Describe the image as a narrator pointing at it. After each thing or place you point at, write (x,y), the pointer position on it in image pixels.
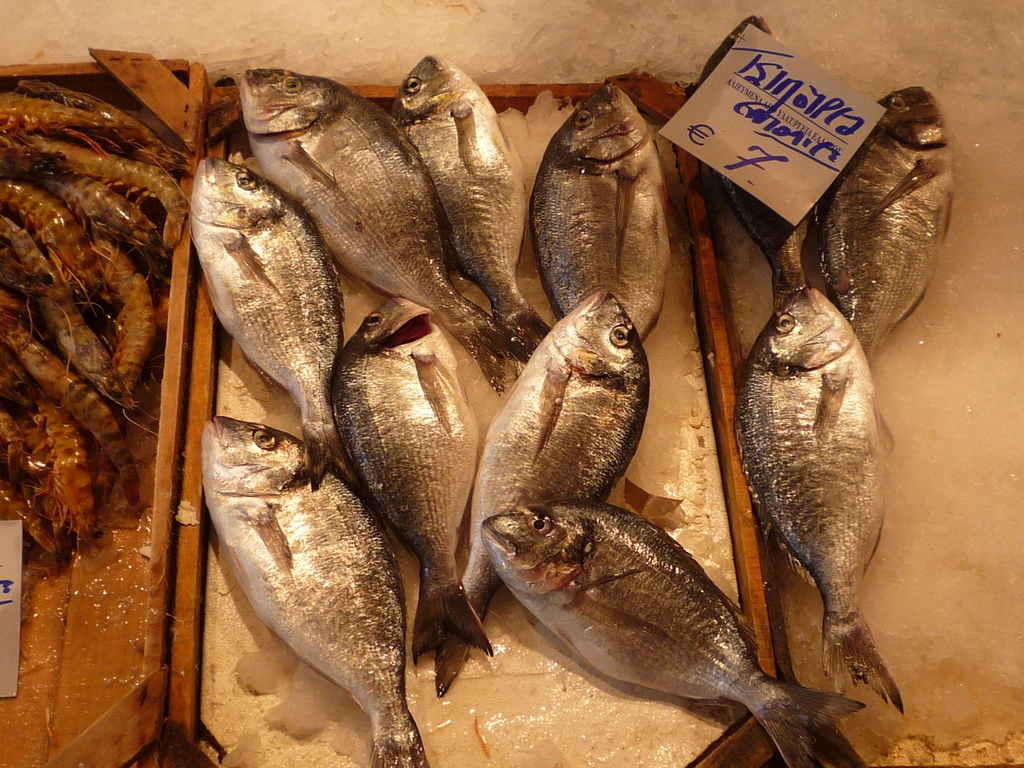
In this picture we can see there are fishes (509,248), shrimps (144,143) on the wooden trays (179,389). On the right side of the trays (680,184) there is a paper (742,102) and the trays (33,708) are on the ice (969,500).
